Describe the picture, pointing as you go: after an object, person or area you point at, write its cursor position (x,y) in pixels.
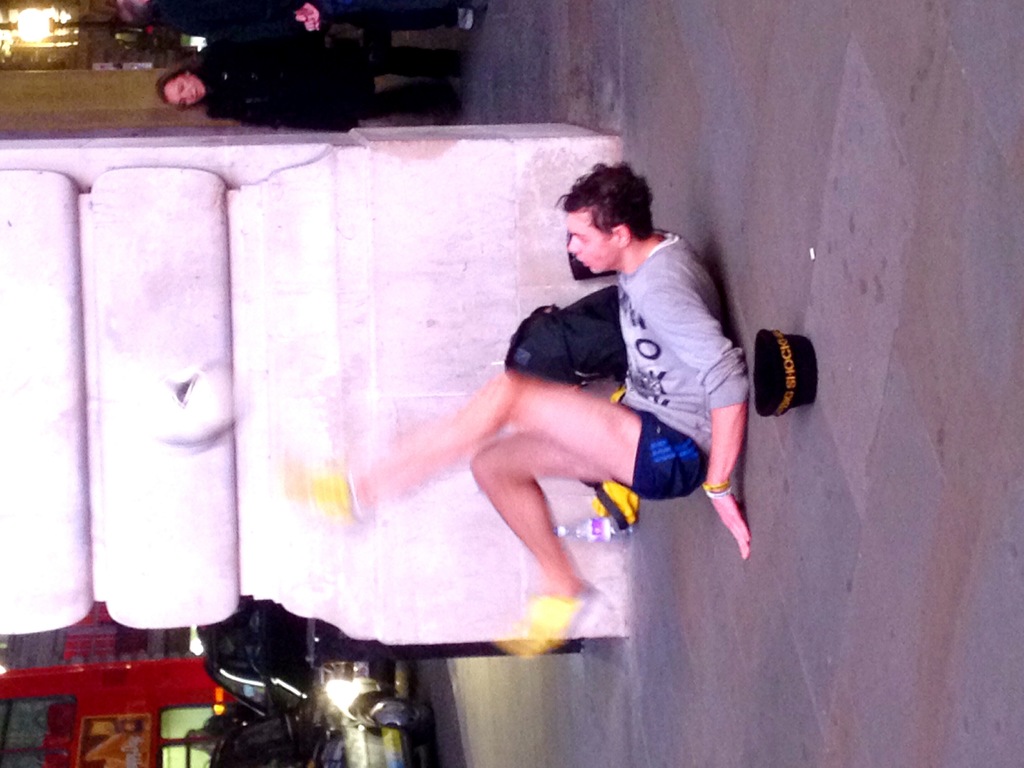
In this picture we can see a man (657,352), he is sitting on the floor (826,419), beside to him we can find a cap (755,373) and baggage (531,351), and in the background (335,235) we can find a rock (185,243), few lights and few more people (289,88).
